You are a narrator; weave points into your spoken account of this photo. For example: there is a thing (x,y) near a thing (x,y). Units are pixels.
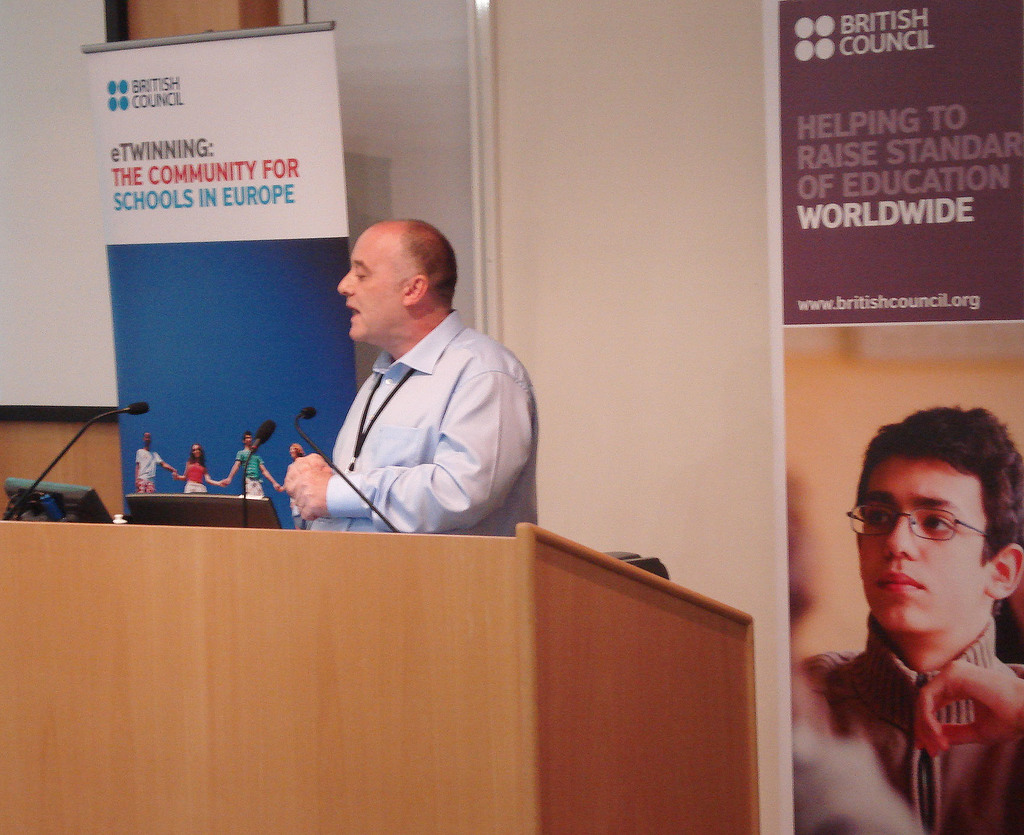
In this image we can see there is a person (436,461) standing in front of the table (183,533). On the table (183,531) there are two tabs (170,518) and mics (375,512). In the background (720,236) there is a screen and banners (315,177) attached to the wall (511,181).
